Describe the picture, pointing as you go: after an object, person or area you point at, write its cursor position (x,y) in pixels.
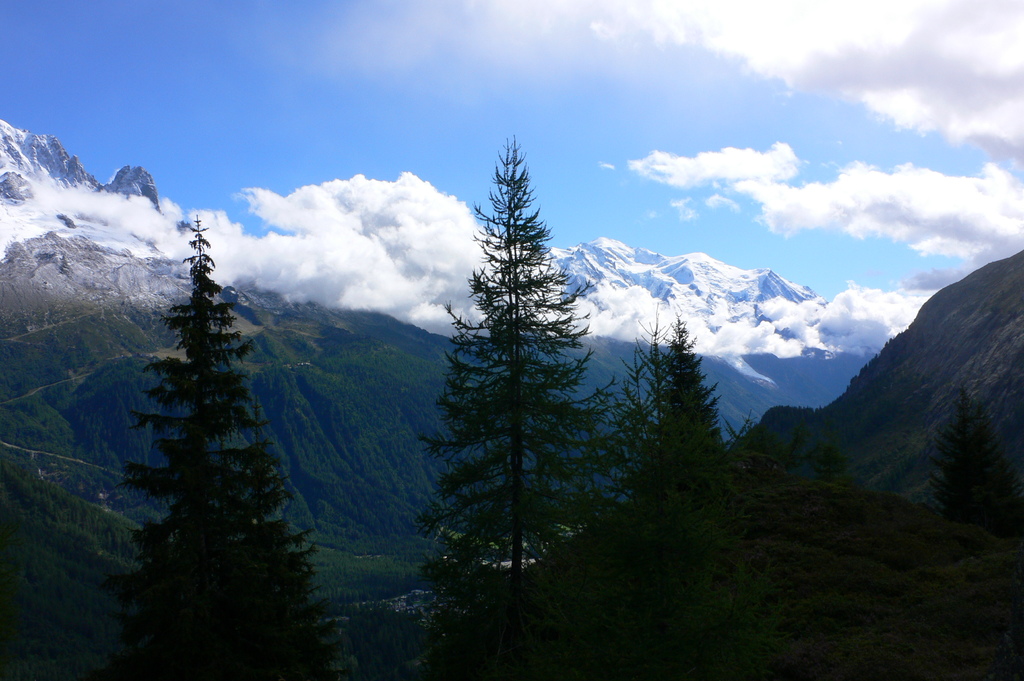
In this image we can see trees (258,514), mountains (425,368) with snow (2,137). At the top of the image (440,61) there is sky (531,148) and clouds (964,114).
